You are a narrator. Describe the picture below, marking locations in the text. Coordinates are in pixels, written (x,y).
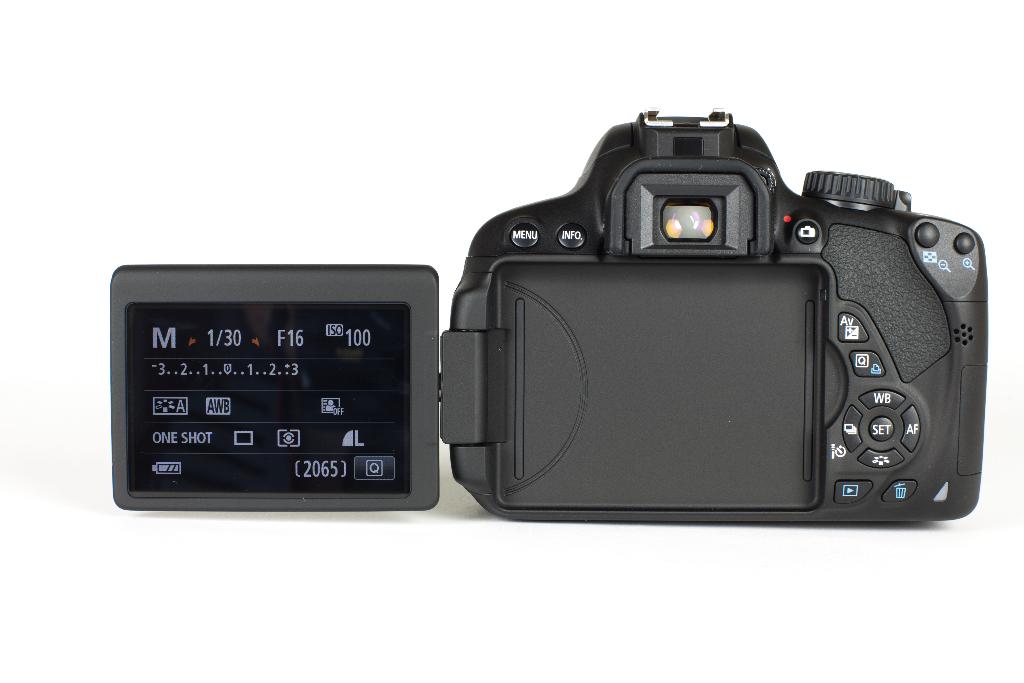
In the foreground of this image (596,308), there is a camera (502,394) on the white surface (432,580).
